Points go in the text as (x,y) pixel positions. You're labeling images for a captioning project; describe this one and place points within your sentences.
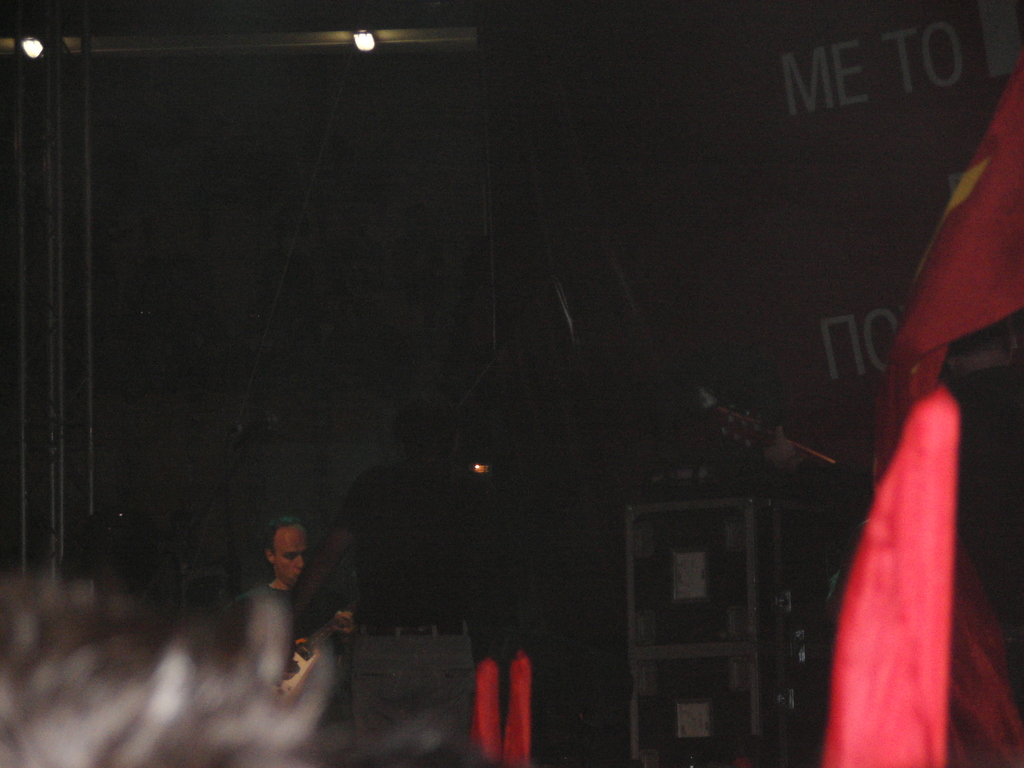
In the center of the image (438,419) we can see a man (437,568) standing, next to him there is another man (282,651) holding a guitar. On the right (797,207) there is a board (915,178) and a curtain (908,562). We can see speakers (431,697). At the top (366,42) there are lights (29,51).
